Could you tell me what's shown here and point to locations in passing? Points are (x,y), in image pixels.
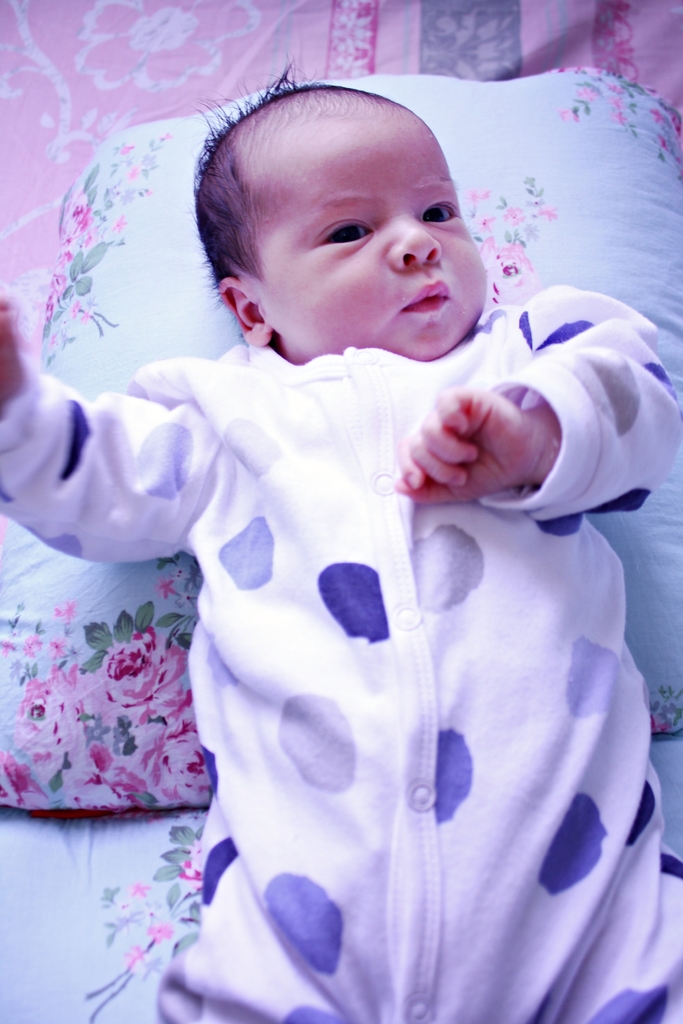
In this image, we can see a baby (347,652) is laying on the pillow (70,798). On the pillow (138,752), we can see some flower print (118,729). Top of the image (202,50), there is a cloth (143,67).
